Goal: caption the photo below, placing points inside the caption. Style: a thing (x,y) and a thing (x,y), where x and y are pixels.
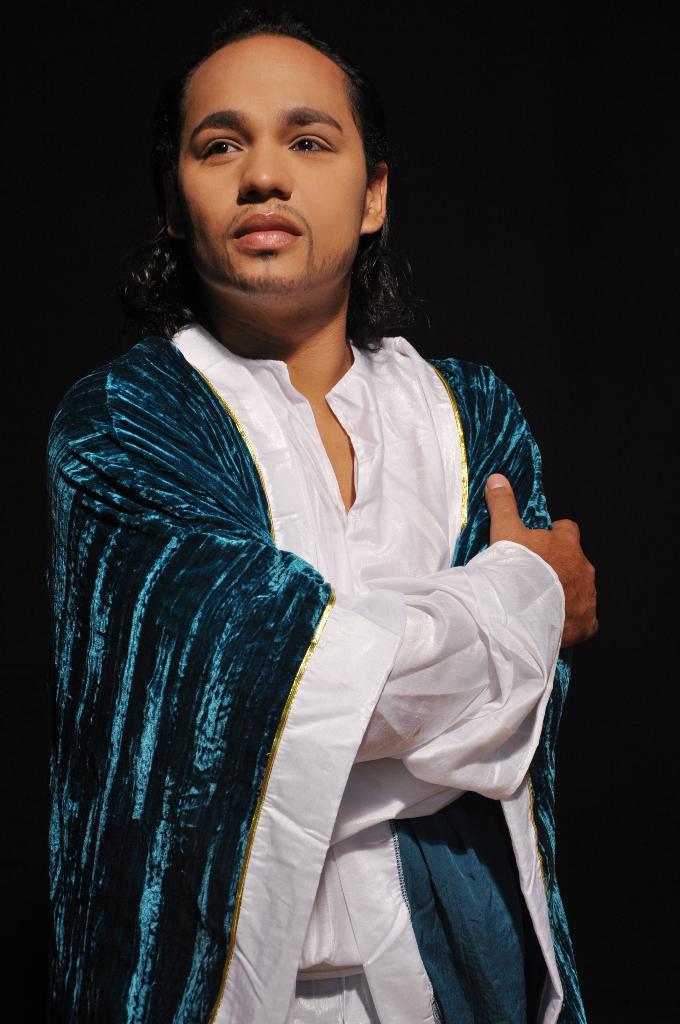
In this picture we can see a person (163,334) standing and in the background (485,195) it is dark.
